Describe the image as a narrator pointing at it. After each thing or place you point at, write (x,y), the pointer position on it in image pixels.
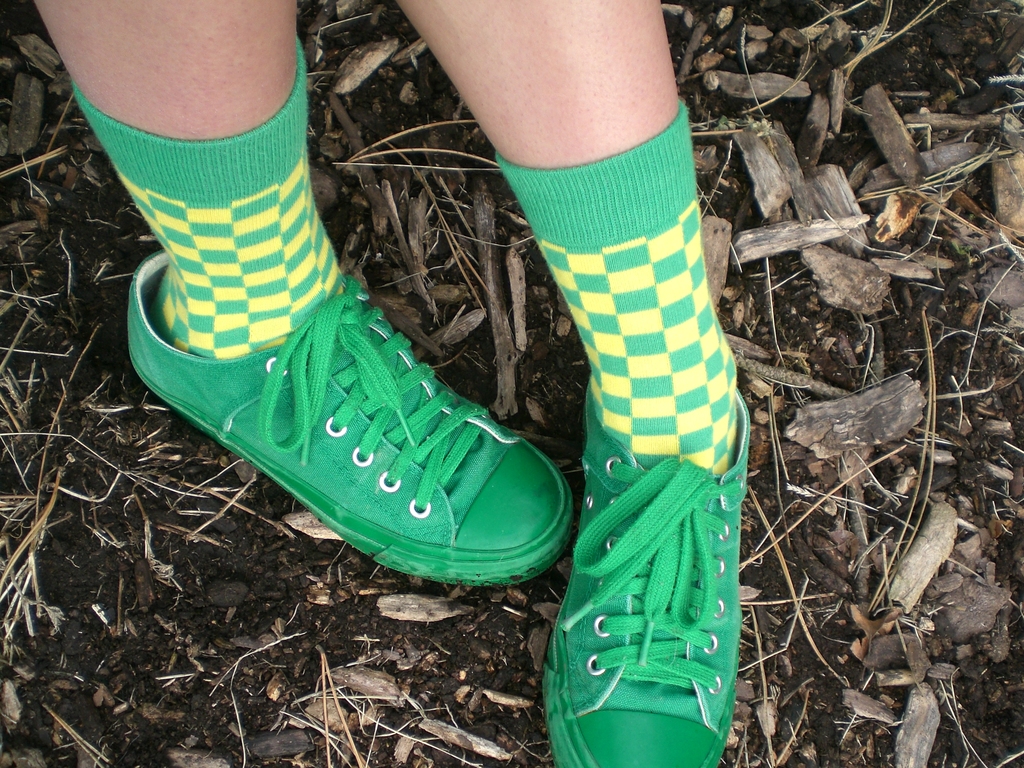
In this picture we can see a person's legs (646,357) here, the person (313,293) wore green color shoes (520,533), at the bottom (865,574) there are some sticks (844,204) and soil (800,665).
